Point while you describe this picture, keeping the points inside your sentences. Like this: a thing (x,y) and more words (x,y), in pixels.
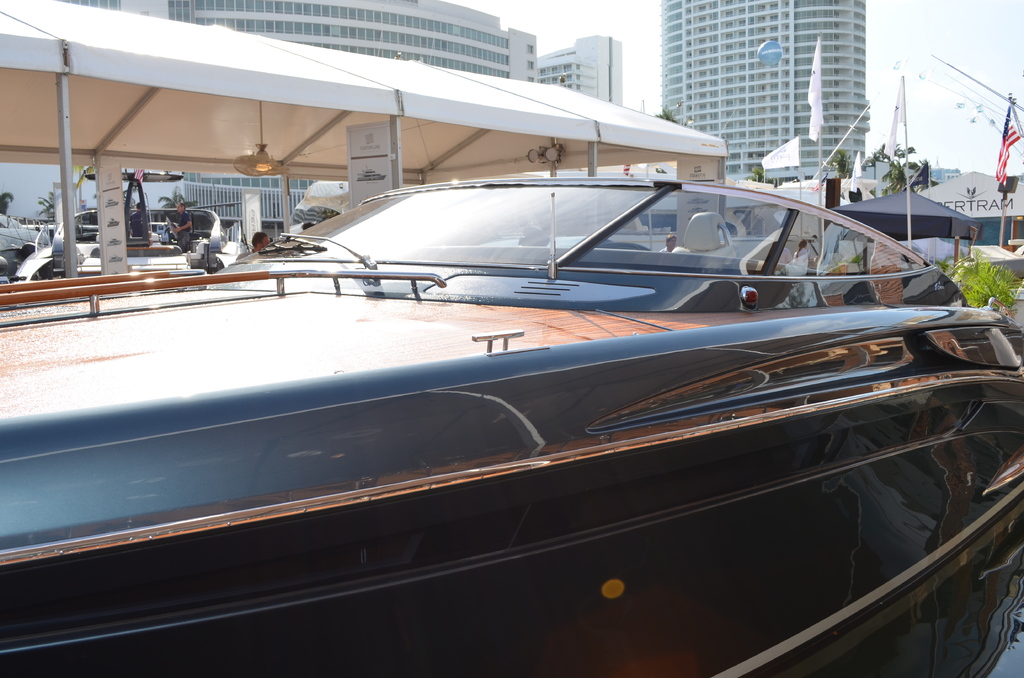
In this image we can see a few people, there are buildings (745,65), there are sheds (962,191), there are plants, trees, there are boards (387,143) with text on them, there is a vehicle (534,413), a light (237,162), also we can see the flag (818,129), and the sky (947,90).
